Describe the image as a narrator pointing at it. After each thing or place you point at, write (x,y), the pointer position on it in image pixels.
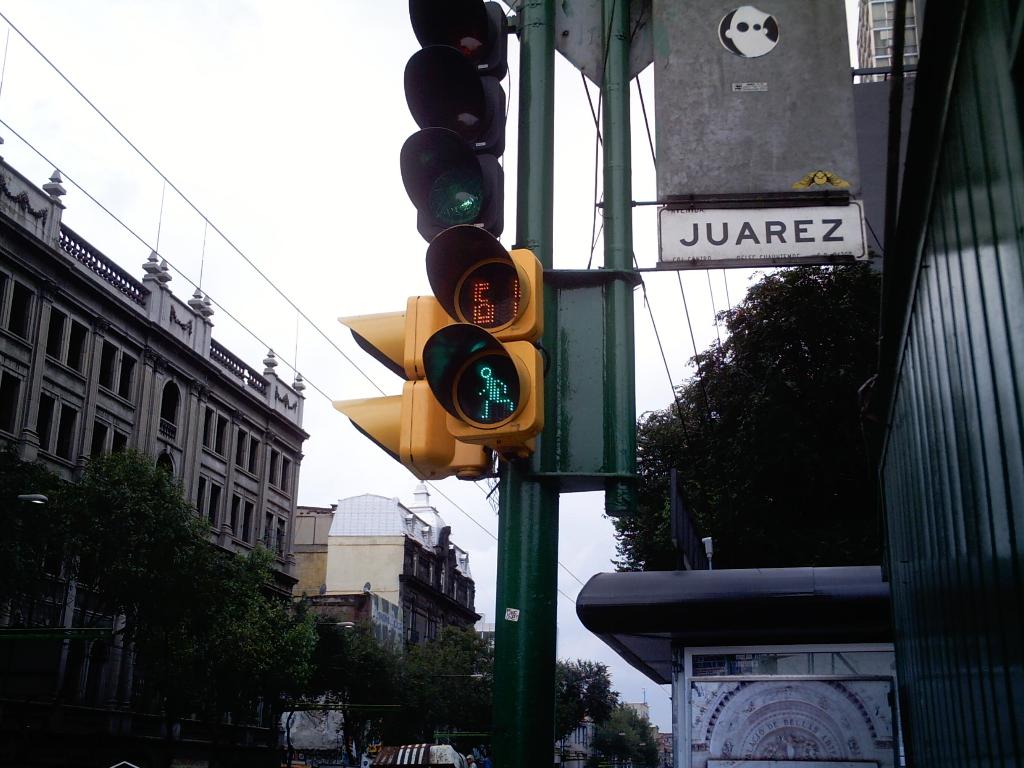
In this image I can see in the middle (431,287) there are traffic signal lights (518,280) and there are trees (659,446) on either side of this image and also the buildings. At the top (297,103), it is the sky (297,102).
